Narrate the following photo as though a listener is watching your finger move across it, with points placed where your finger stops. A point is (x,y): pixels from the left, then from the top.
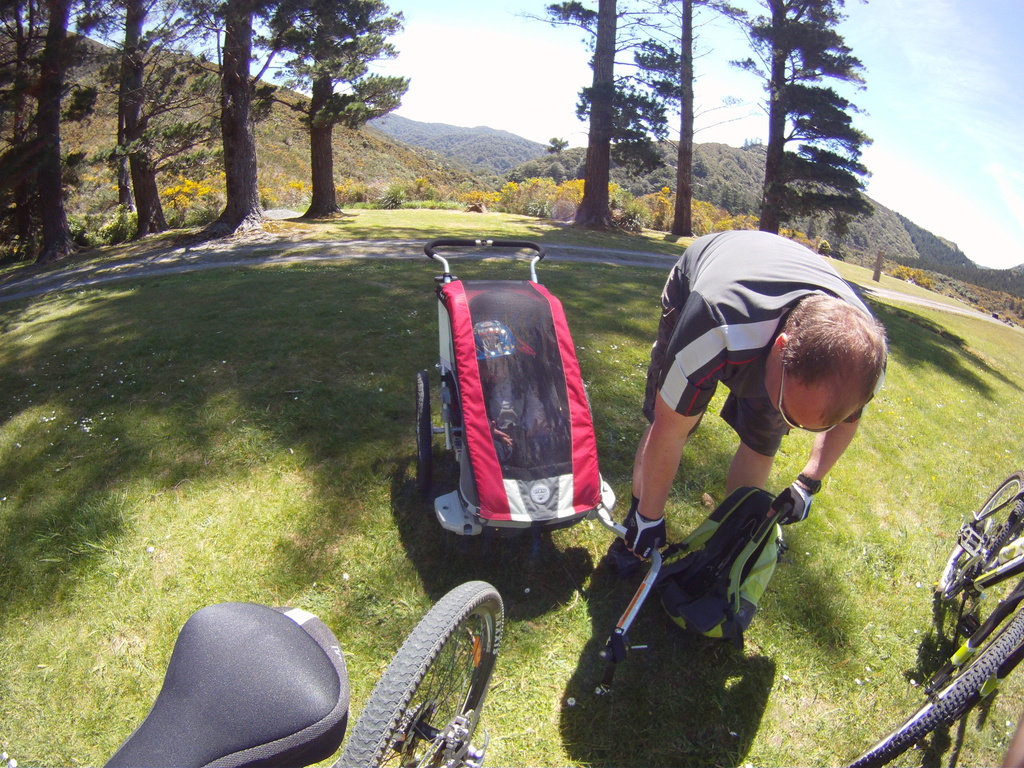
This picture shows a man (826,471) holding a bag (685,538) in his hand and we see couple of bicycles (932,724) and few trees (62,204) on his back and we see a baby trolley (417,424).
